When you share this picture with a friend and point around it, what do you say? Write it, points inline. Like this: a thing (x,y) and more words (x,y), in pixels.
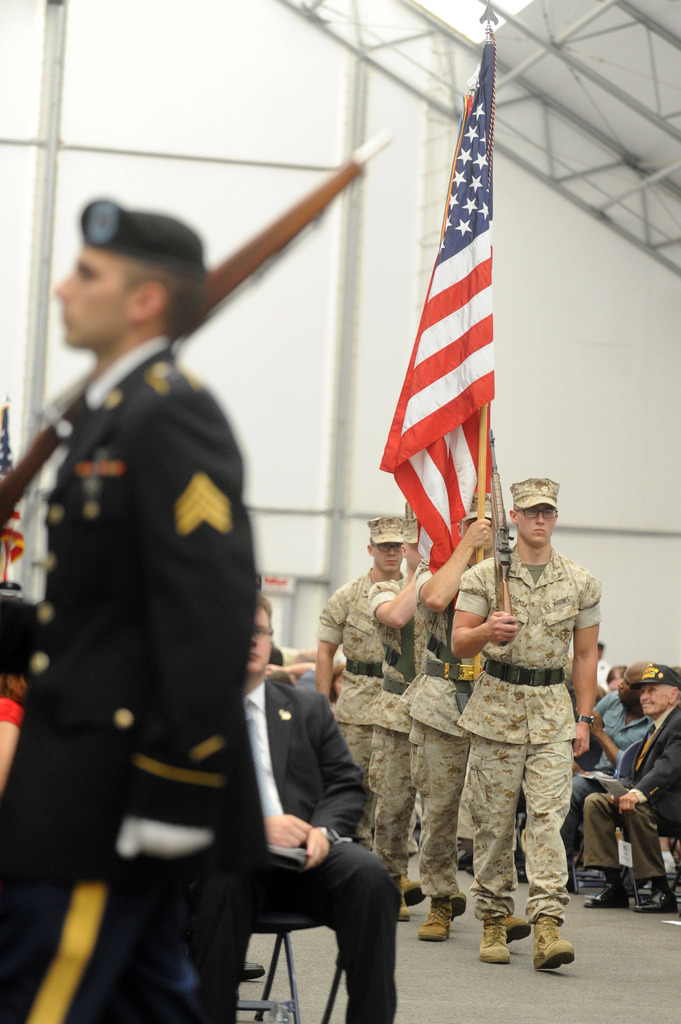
In this image, I can see a person (202,469) standing and few people (343,808) sitting. This man (519,667) is holding a gun (492,434) and walking. I can see another person (457,801) holding a flag (468,242). This is the wall (596,441). I think this is an iron pillar (602,76).
